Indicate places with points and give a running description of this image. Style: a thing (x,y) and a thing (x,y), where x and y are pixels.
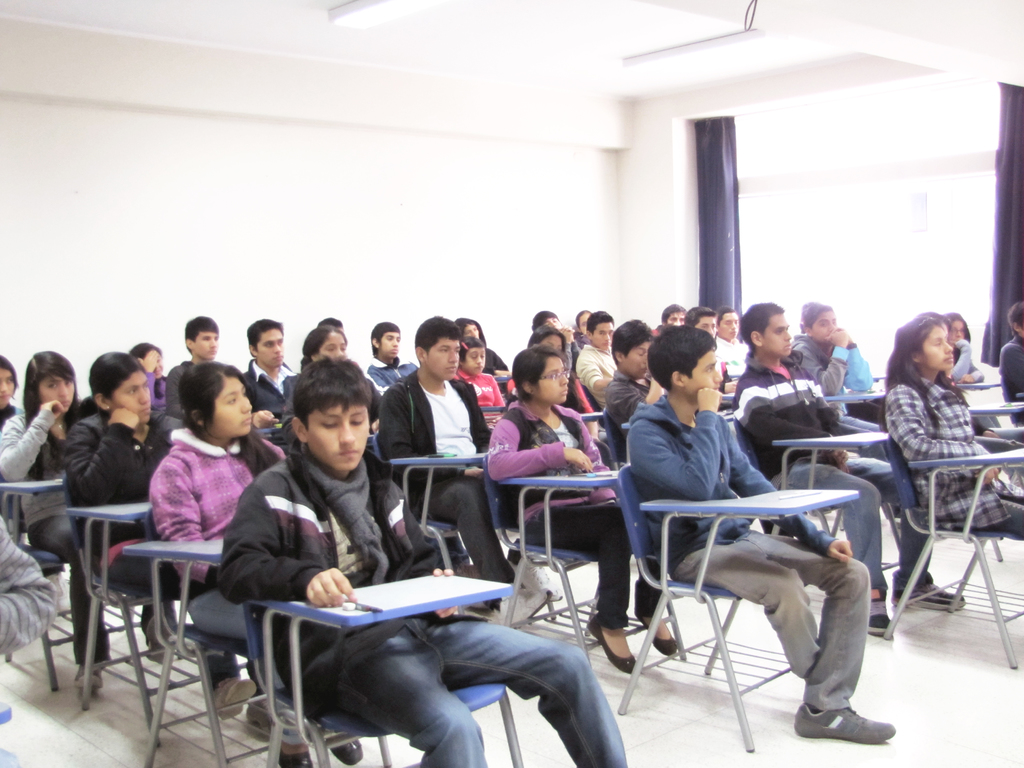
In the image there are many kids (517,446) sitting on chairs (150,693), in the back (769,296) there is window (778,197) on the wall (691,267) with curtains (738,221).
